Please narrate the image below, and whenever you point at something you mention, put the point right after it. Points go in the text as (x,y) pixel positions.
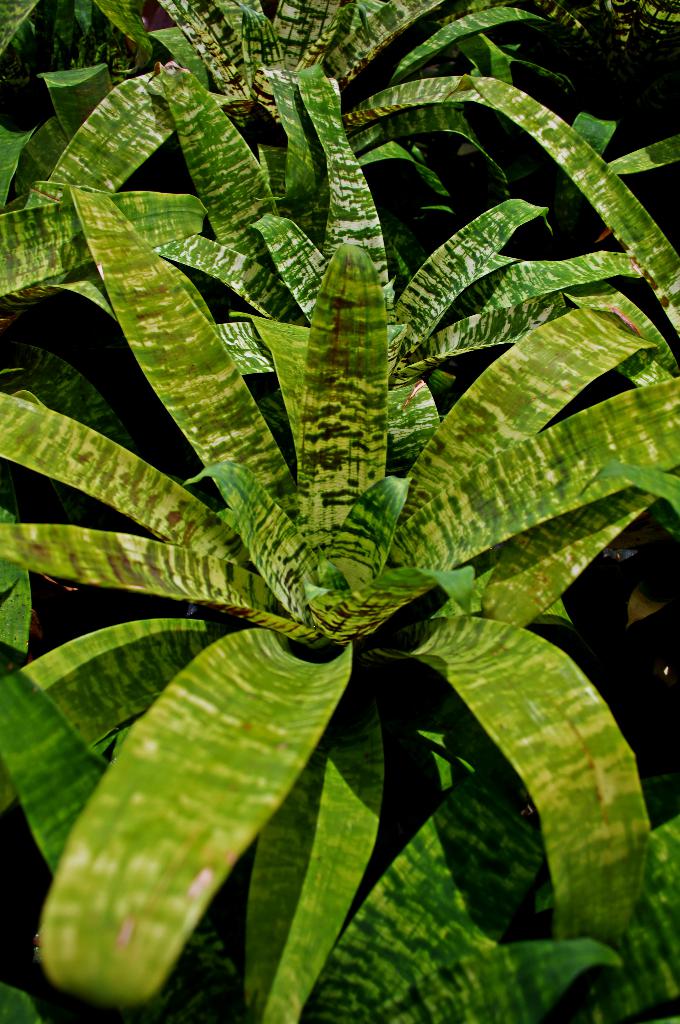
In this picture I can see number of plants (332,341) and I see that it is a bit dark.
